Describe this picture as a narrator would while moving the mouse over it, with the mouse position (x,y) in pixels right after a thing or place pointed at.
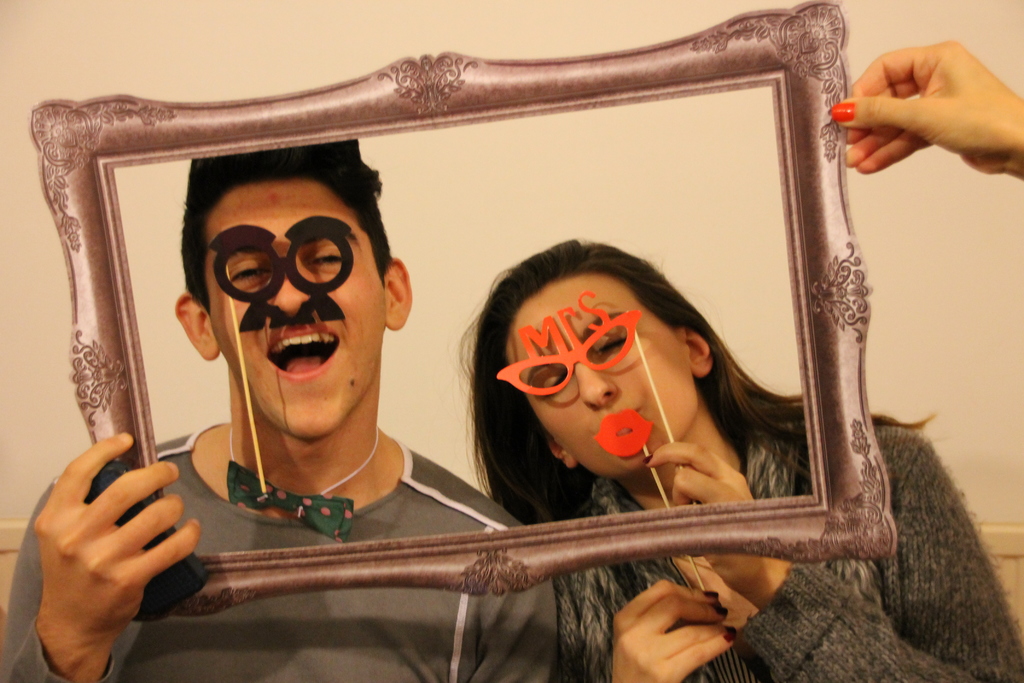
In this image these two persons (519,493) are standing at bottom of this image (277,470) and the left side person (213,497) is holding a frame (835,137) and there is one other hand (881,146) at top right corner of this image (912,115) and there is a wall (11,475) in the background (416,167).
